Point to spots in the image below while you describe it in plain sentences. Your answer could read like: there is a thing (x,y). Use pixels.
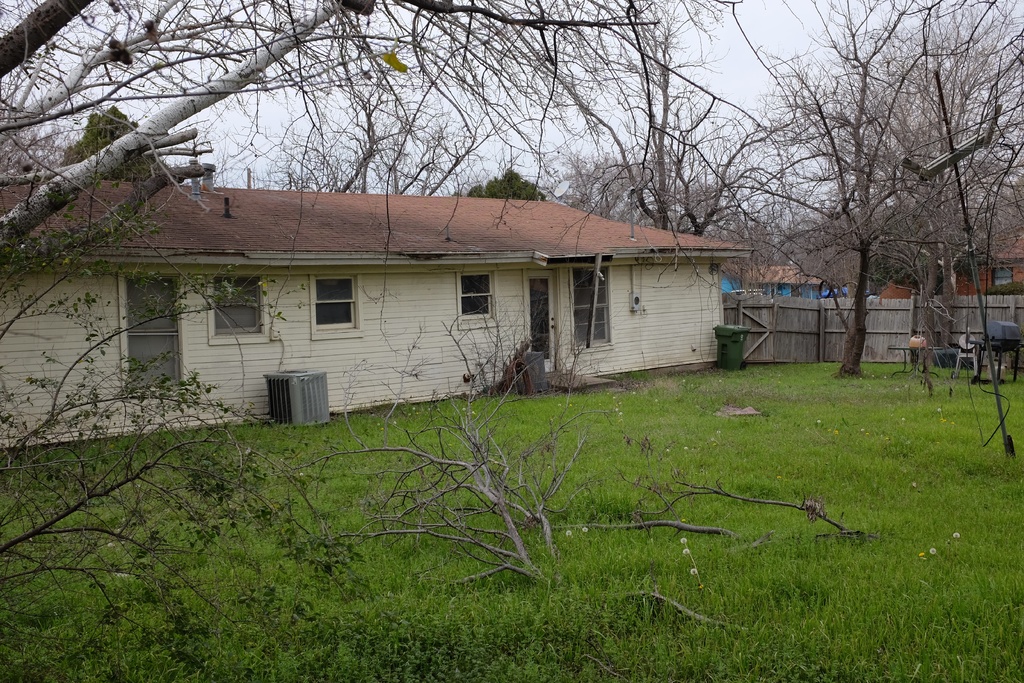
In this picture we can see a house (343,233) and in front of the house (242,263) there are trees (839,265), grass (943,382), a chair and some objects (1007,330). On the right side of the house (551,317), it looks like a dustbin (719,330) and the wooden fence (765,330). Behind the wooden fence (764,307) there are houses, trees (737,259) and the sky (720,58).
